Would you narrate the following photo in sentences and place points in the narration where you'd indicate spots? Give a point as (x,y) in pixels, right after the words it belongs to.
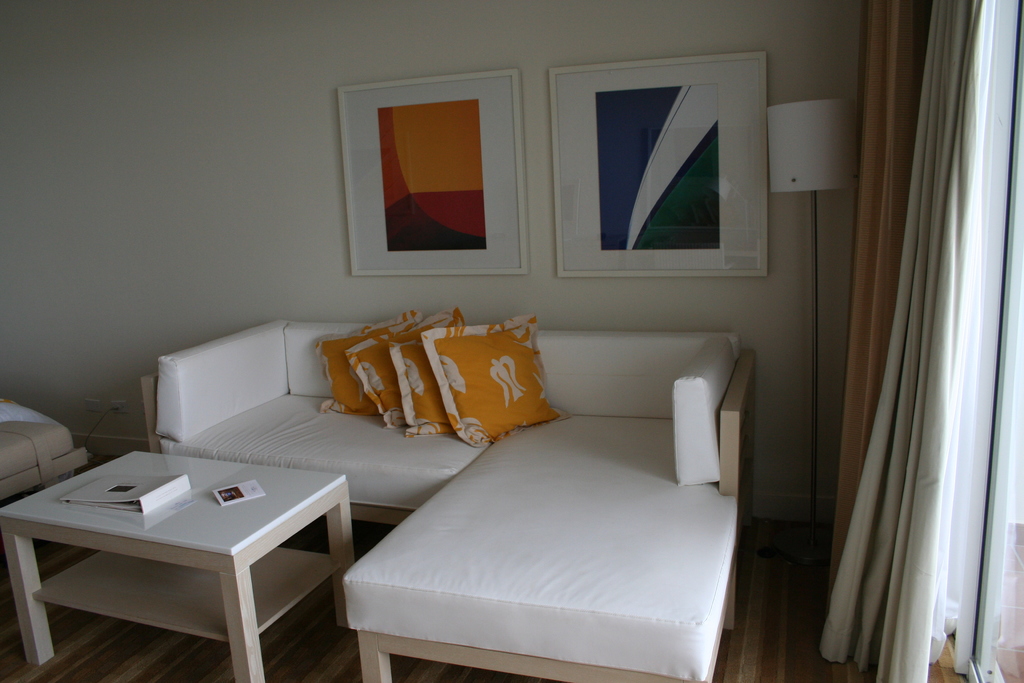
This is a picture of a room (342,634). In the center of the room (590,544) there is a table (261,545) and a couch (581,452). On the table (210,491) there is a file (118,485), on the couch (325,443) there are four pillows (396,398). In the background (391,285) there is white wall (449,292) and two frames (495,196). On the right (937,563) there is a window curtain (890,283) and a lamp (821,125).
